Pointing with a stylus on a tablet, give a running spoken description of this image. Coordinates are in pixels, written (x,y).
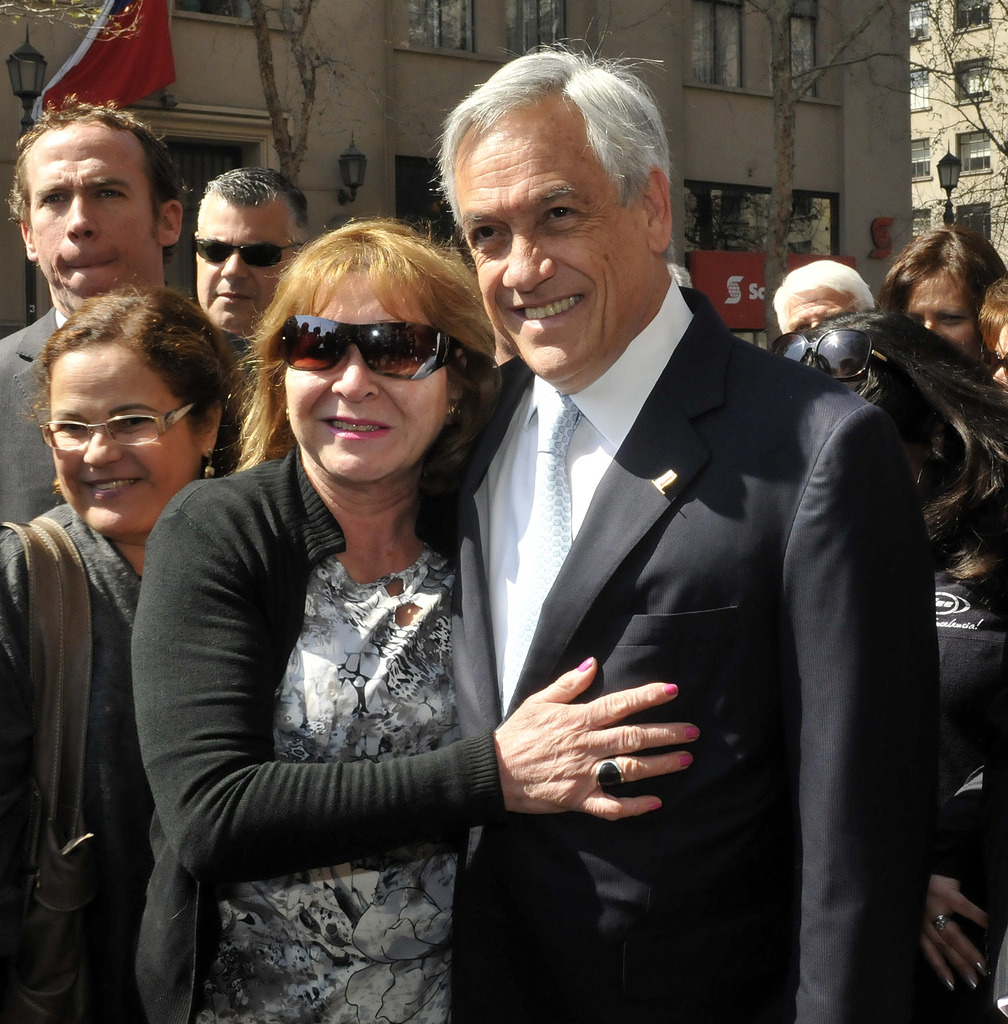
In this image there is a couple (498,618) in the middle (444,618). In the background (141,527) there are few people (127,532) around the couple (663,542). In the background (728,61) there is a building (702,61) with the windows (720,61). On the left side (91,36) top corner there is a flag (89,54) beside the lamp (36,62).
